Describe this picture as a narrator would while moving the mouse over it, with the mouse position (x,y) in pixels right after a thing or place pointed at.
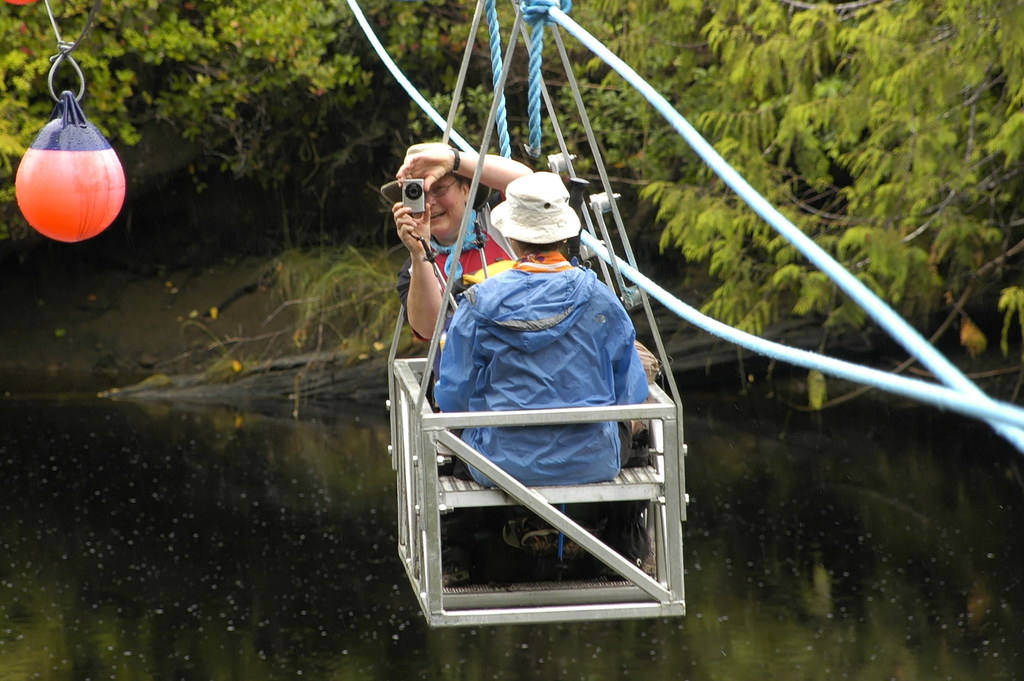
In this image we can see people (534,287) sitting in the ropeway (586,489) and one of them is holding a camera (416,211) in the hands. In the background (397,24) there are trees (789,105) and water (300,462).
